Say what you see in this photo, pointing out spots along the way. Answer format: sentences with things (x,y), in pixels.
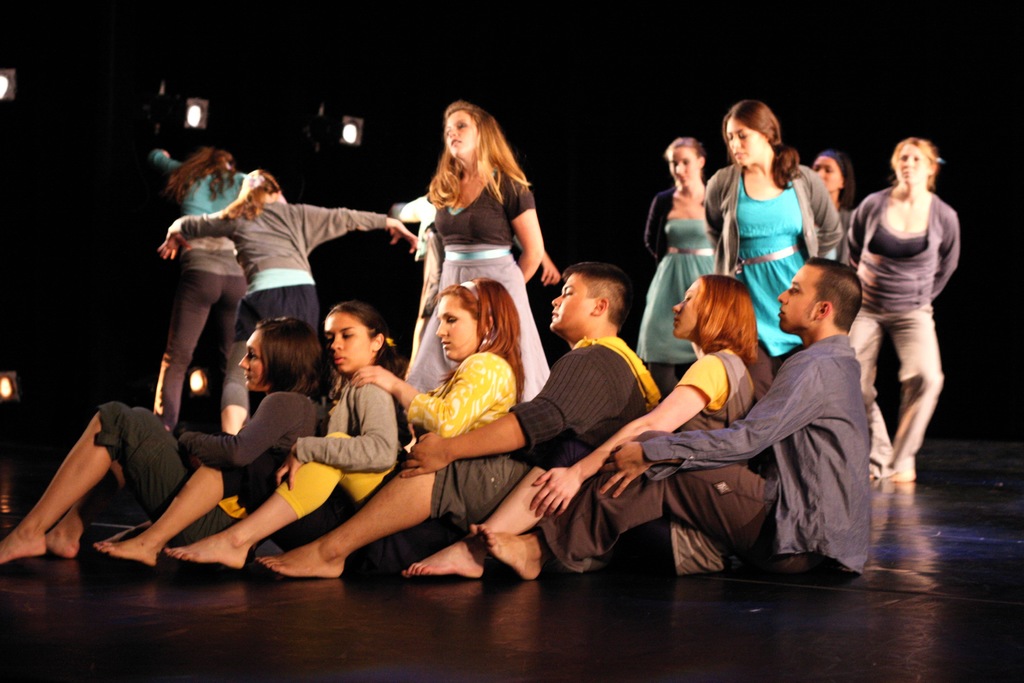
In the picture there are many people (538,546) present, some are sitting on the floor (556,580) and some standing, there are lights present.
